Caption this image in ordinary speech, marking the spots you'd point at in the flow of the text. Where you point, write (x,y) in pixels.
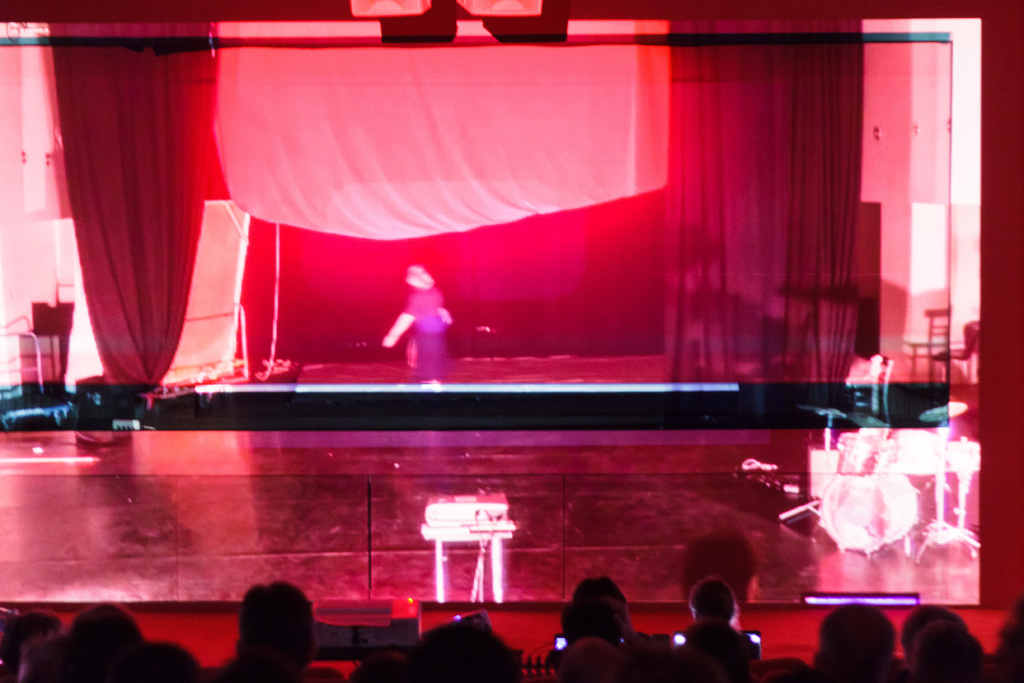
At the bottom of the image (138,662) we can see a few people (95,608) are sitting and few people (606,621) are holding some objects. In the center of the image (533,386), we can see one stage (495,367). On the stage (516,361), we can see one person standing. In the background (678,231) there is a wall (909,167), carpet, curtains (100,225), chairs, few musical instruments (882,442), one table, red color objects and a few other objects (58,345).
